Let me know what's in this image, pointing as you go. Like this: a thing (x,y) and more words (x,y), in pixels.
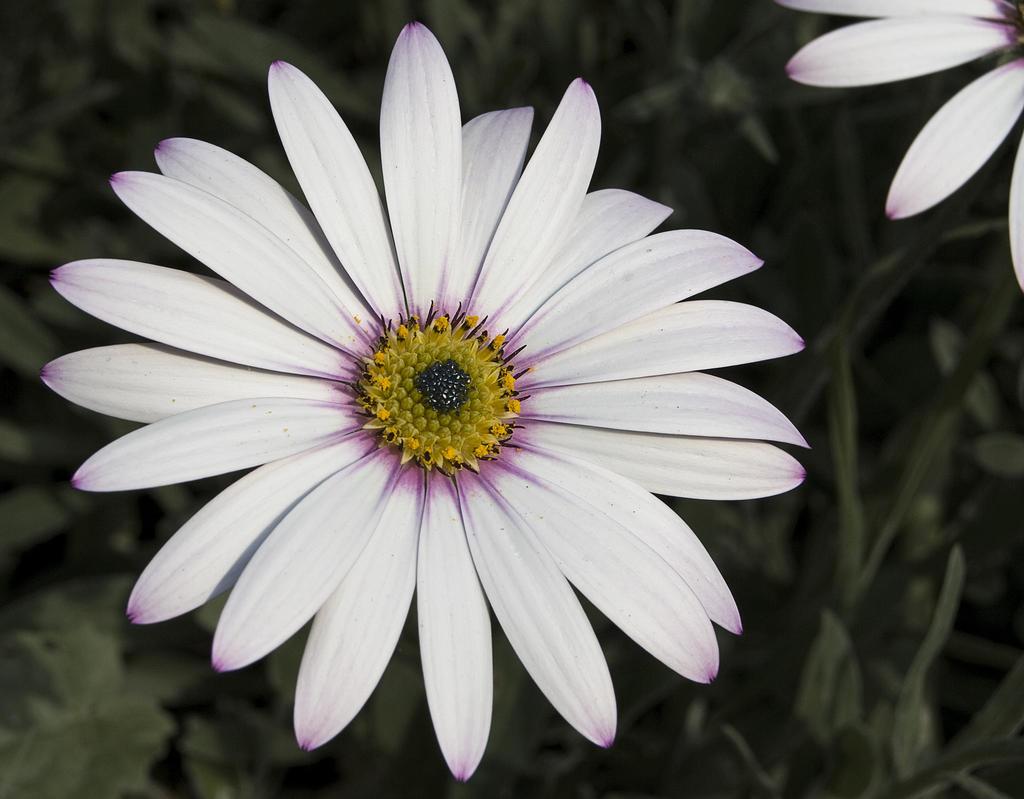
In this image there are flowers (551,322), at the background of the image (223,101) there are plants (839,661).
